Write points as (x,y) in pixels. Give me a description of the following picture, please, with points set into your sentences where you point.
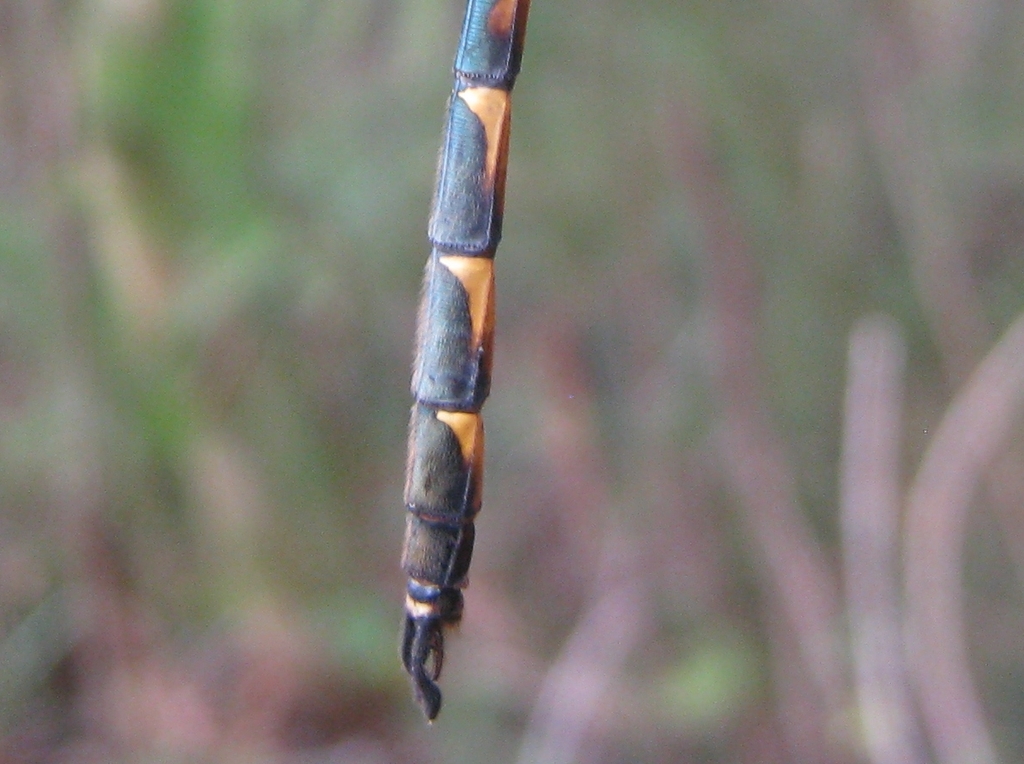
Here there is a insect tail (454,436) seen in the image. Behind there is a blur background (856,89).
